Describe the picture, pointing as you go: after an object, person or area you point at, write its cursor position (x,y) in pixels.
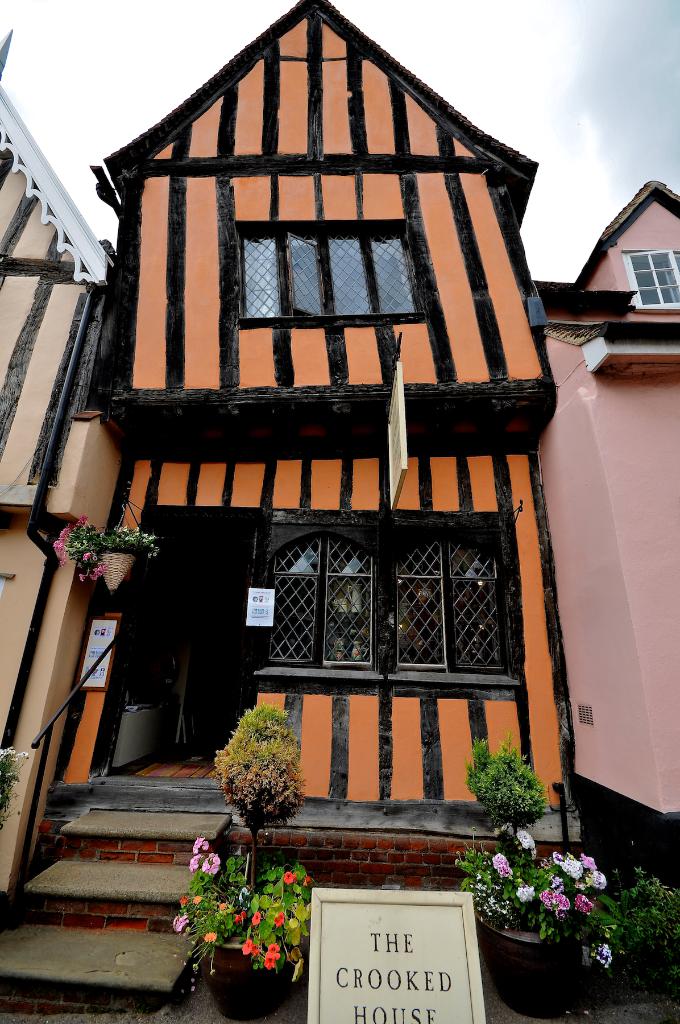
It's a house (407,500), it is in orange and black color. There are flower plants (493,878) in front of this house (342,840).
